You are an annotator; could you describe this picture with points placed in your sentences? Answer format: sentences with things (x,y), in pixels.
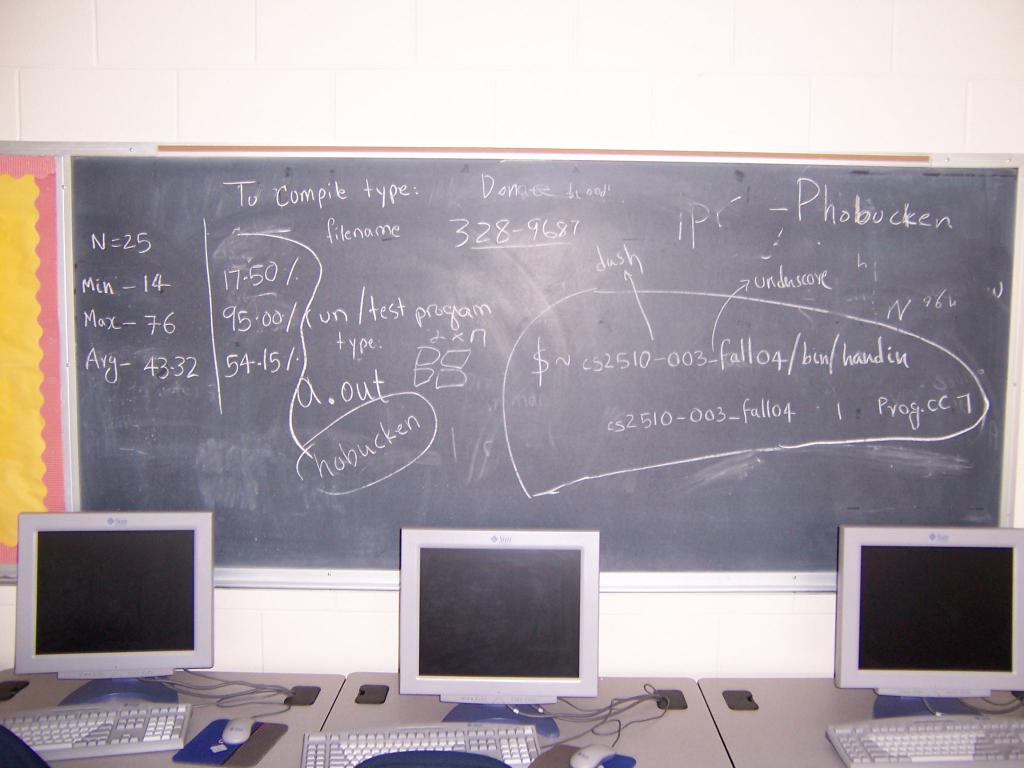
As we can see in the image there are white color tiles (485,89), board (458,236) and tables (672,679). On tables (811,718) there are keyboards (325,740), mouses (583,766) and screens (441,641).
